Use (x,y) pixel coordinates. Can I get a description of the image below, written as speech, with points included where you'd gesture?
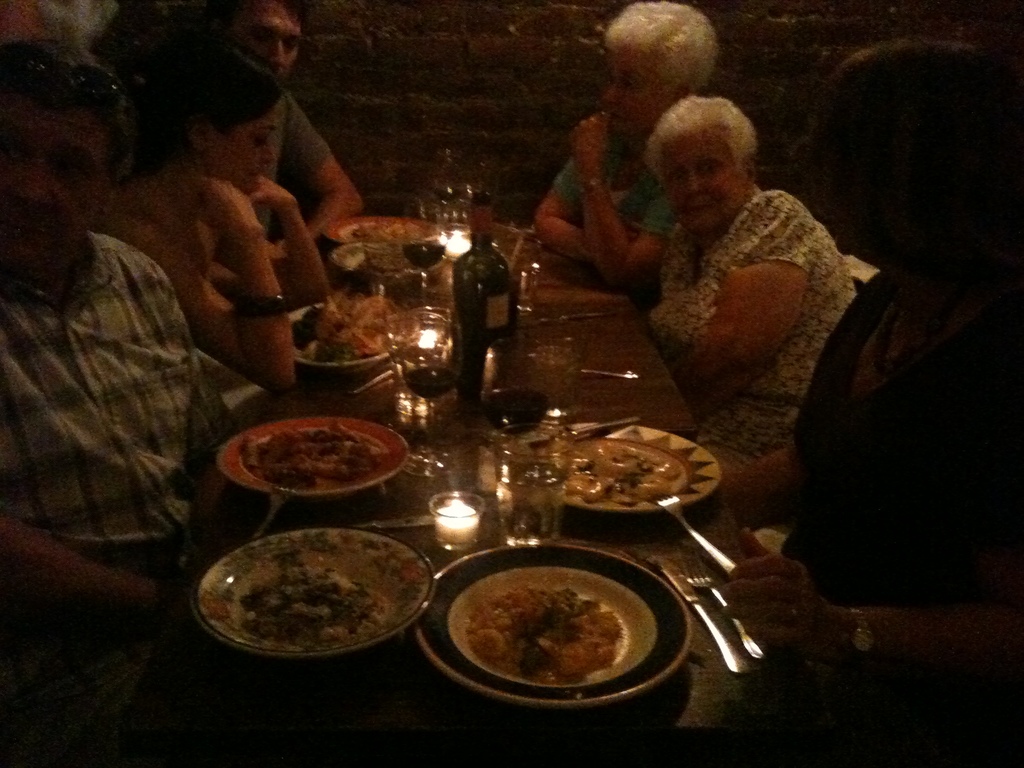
In this picture there is a table (449,450) in the center of the image (659,374), on which there are plates (380,539), glasses (534,294), spoons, food items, and a bottle (472,296) on it, there are people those who are sitting around the table (637,352).
